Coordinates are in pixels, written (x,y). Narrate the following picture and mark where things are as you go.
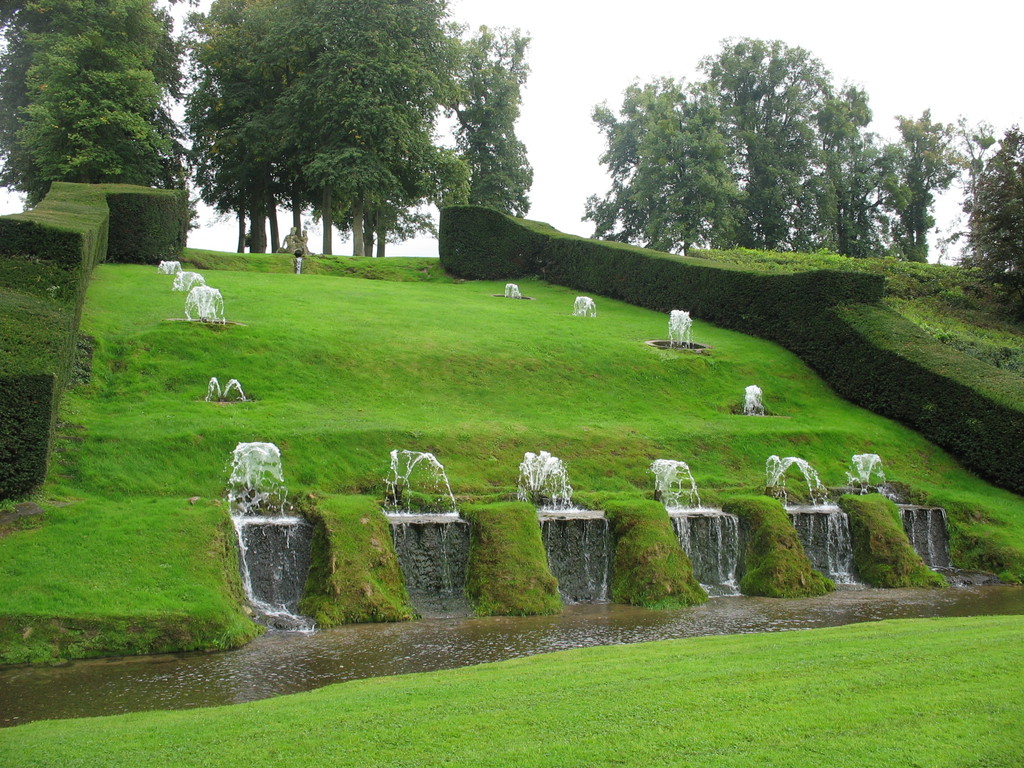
In this picture we can see water (523,631), grass (661,547), shrubs (689,271) and few trees (668,109).
